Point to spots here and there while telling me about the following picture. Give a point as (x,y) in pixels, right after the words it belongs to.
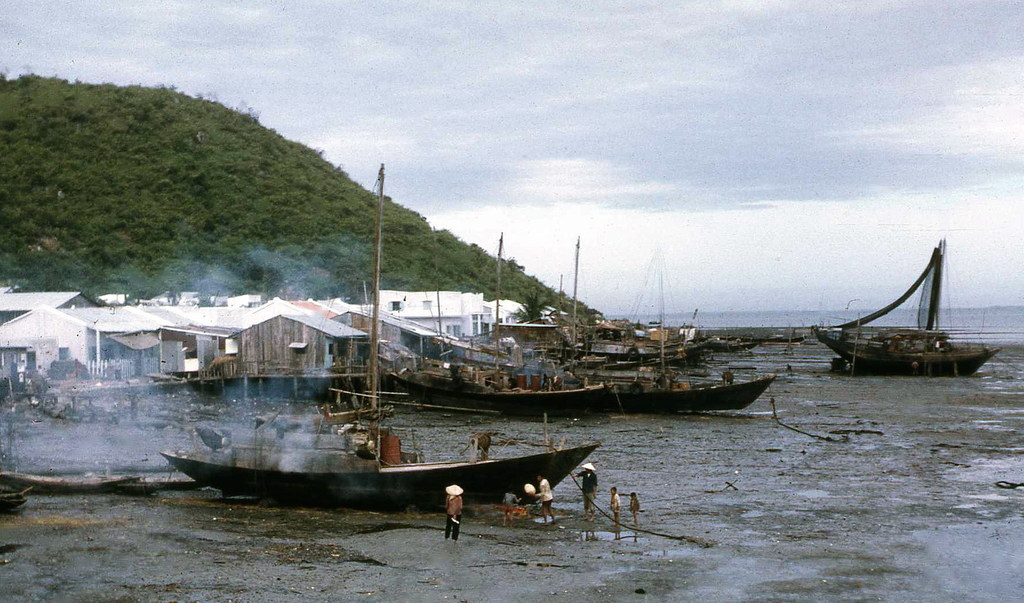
In the image we can see there are boats (555,399) and there are people (456,524) standing, wearing clothes (544,508) and a hat (587,465). Here we can see mud (867,503), smoke (158,437) and there are few houses (186,332). Here we can see hill (126,222), water (752,315) and a cloudy sky (690,167).
